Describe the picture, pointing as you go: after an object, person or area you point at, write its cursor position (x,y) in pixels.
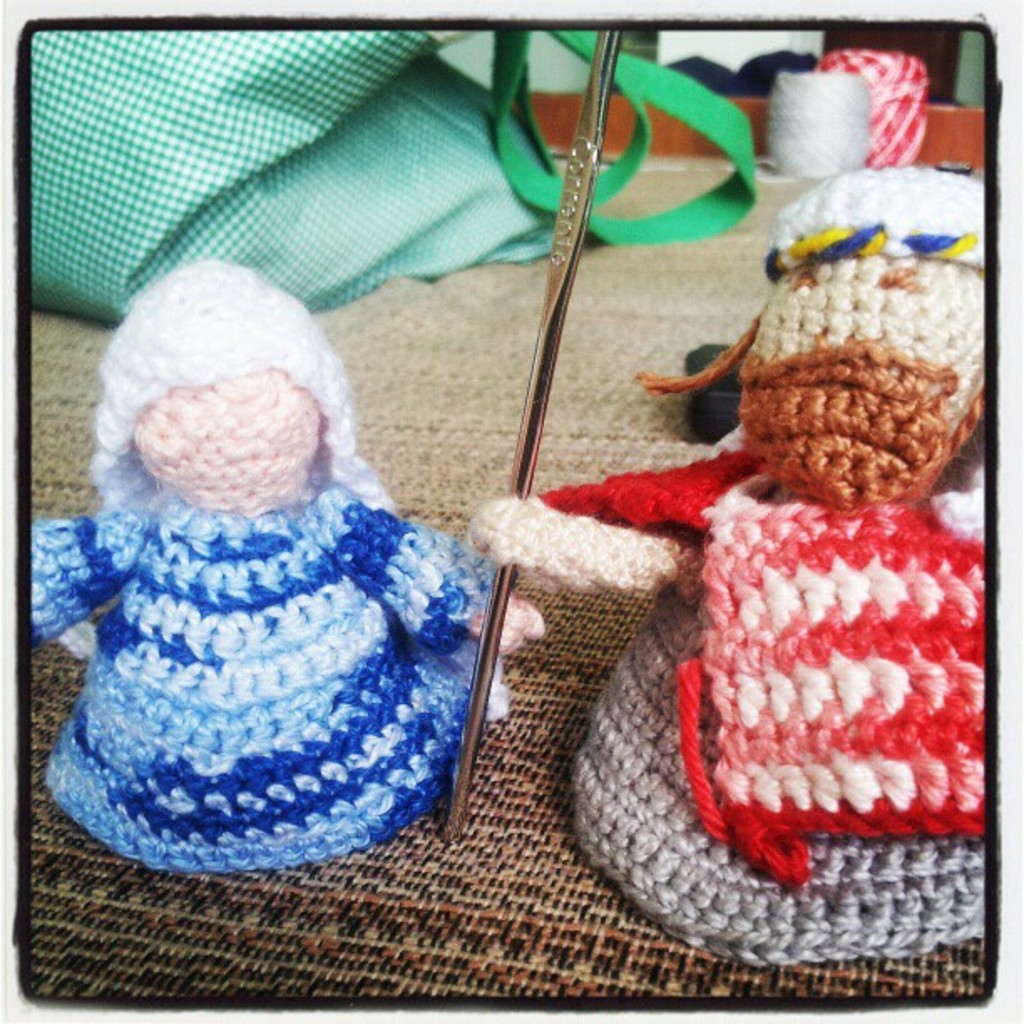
These are the two woolen dolls (710,580), in the middle (556,351) there is a stainless pin (558,291).
